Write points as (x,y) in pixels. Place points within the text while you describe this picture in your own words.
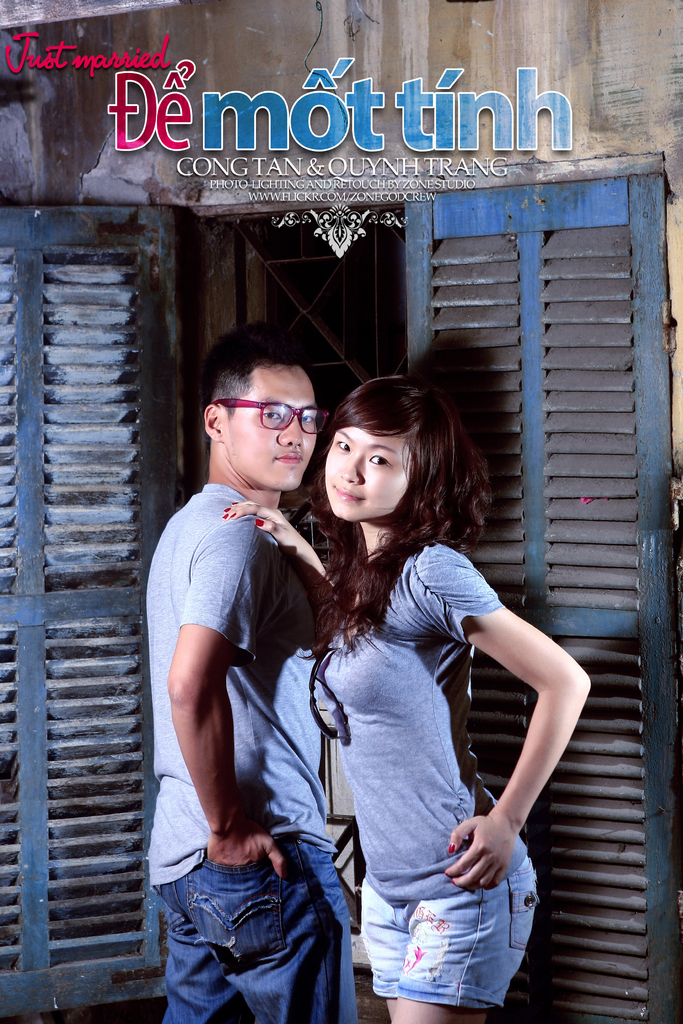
There is one man (263,669) and a woman (385,694) standing as we can see in the middle of this image (237,553), and there is a door (576,523) in the background (358,365). There is some text (145,83) at the top of this image (281,114).
